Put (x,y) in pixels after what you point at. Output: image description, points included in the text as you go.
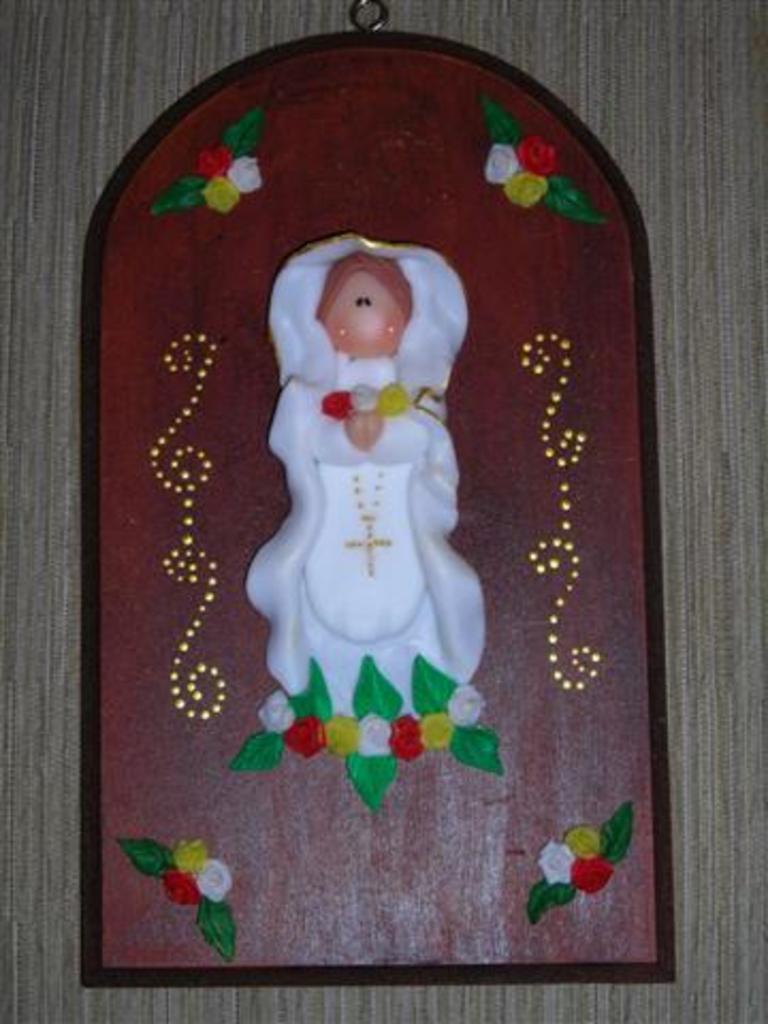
In this image we can see there is a frame (224,545) hanging on the wall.
